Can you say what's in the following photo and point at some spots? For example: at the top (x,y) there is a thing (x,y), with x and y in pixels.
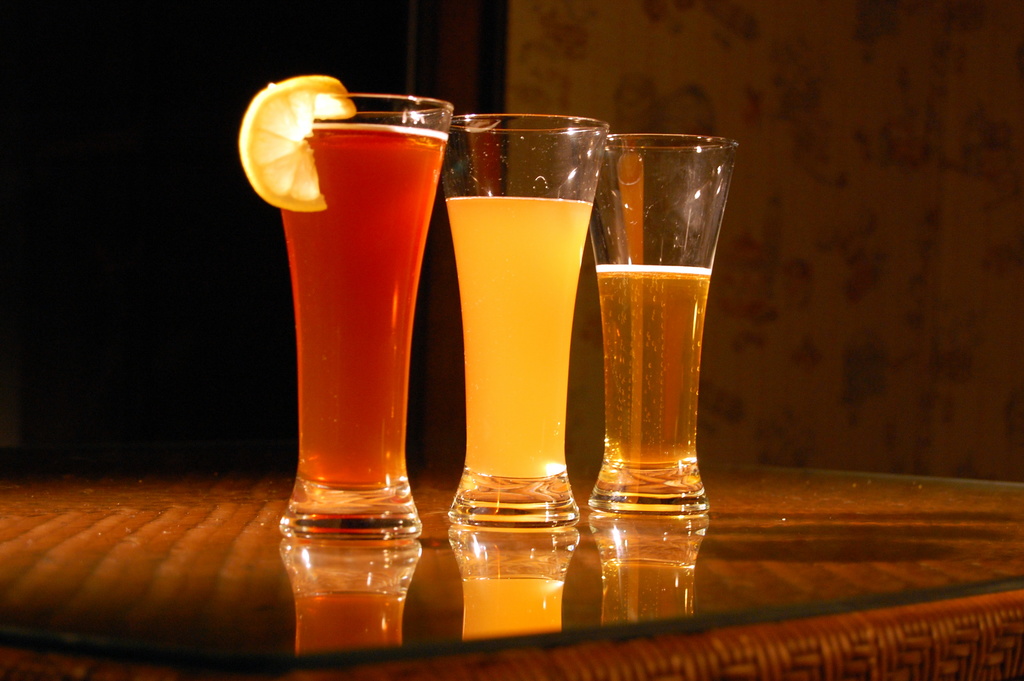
In this image I can see three glasses (653,438) on the table (699,541) and I can see few liquids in the glasses (692,396) and the table (703,603) is in brown color.
